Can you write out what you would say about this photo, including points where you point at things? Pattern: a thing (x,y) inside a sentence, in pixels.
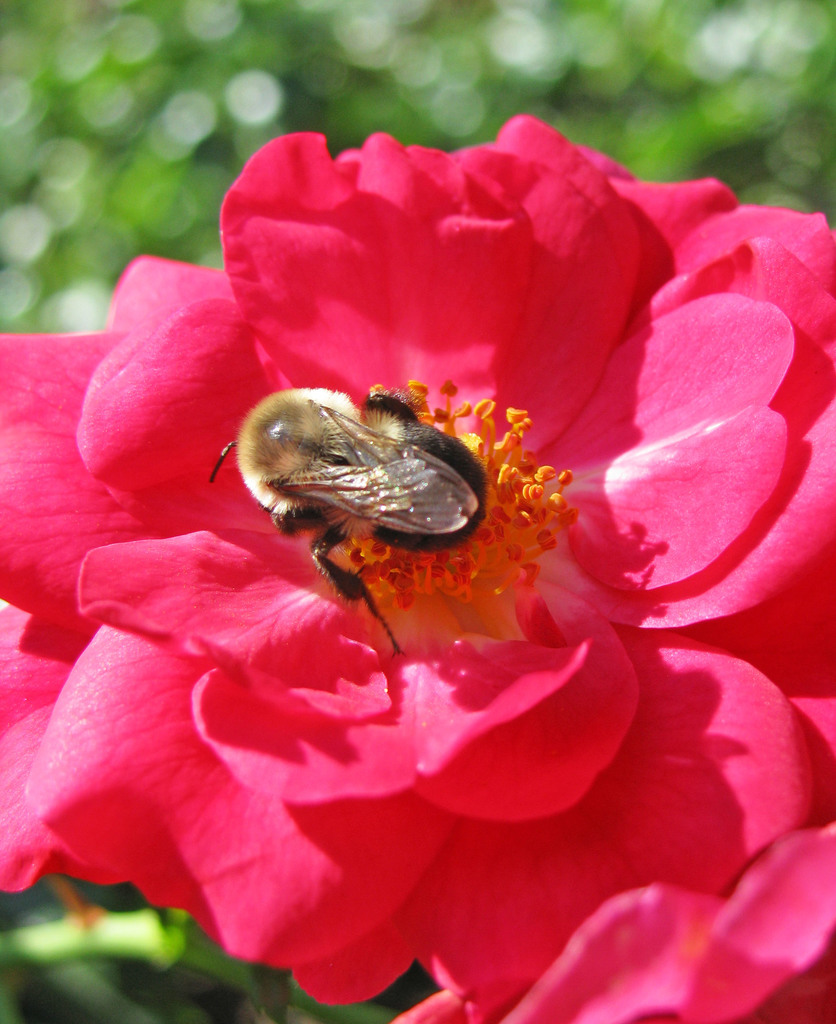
In this image we can see a bee (329,479) on the flower (435,374). In the background (375,92) there are trees (372,96).
